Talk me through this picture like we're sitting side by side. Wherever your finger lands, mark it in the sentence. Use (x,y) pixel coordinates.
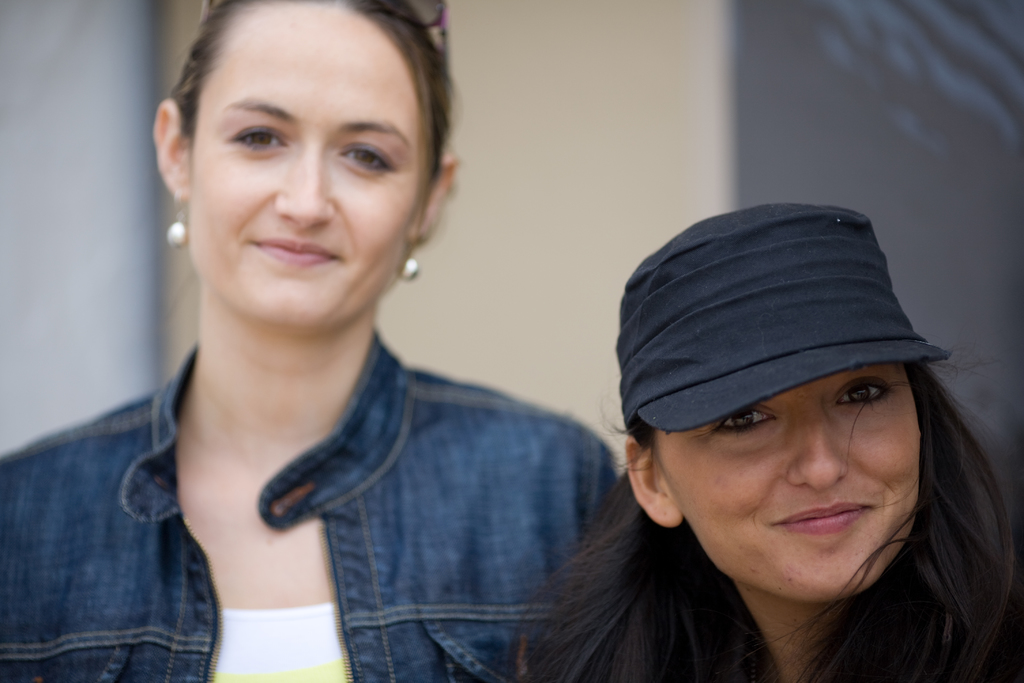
In this image we can see two ladies (678,326), one of them is wearing a cap (765,305), and the background (801,167) is blurred.
